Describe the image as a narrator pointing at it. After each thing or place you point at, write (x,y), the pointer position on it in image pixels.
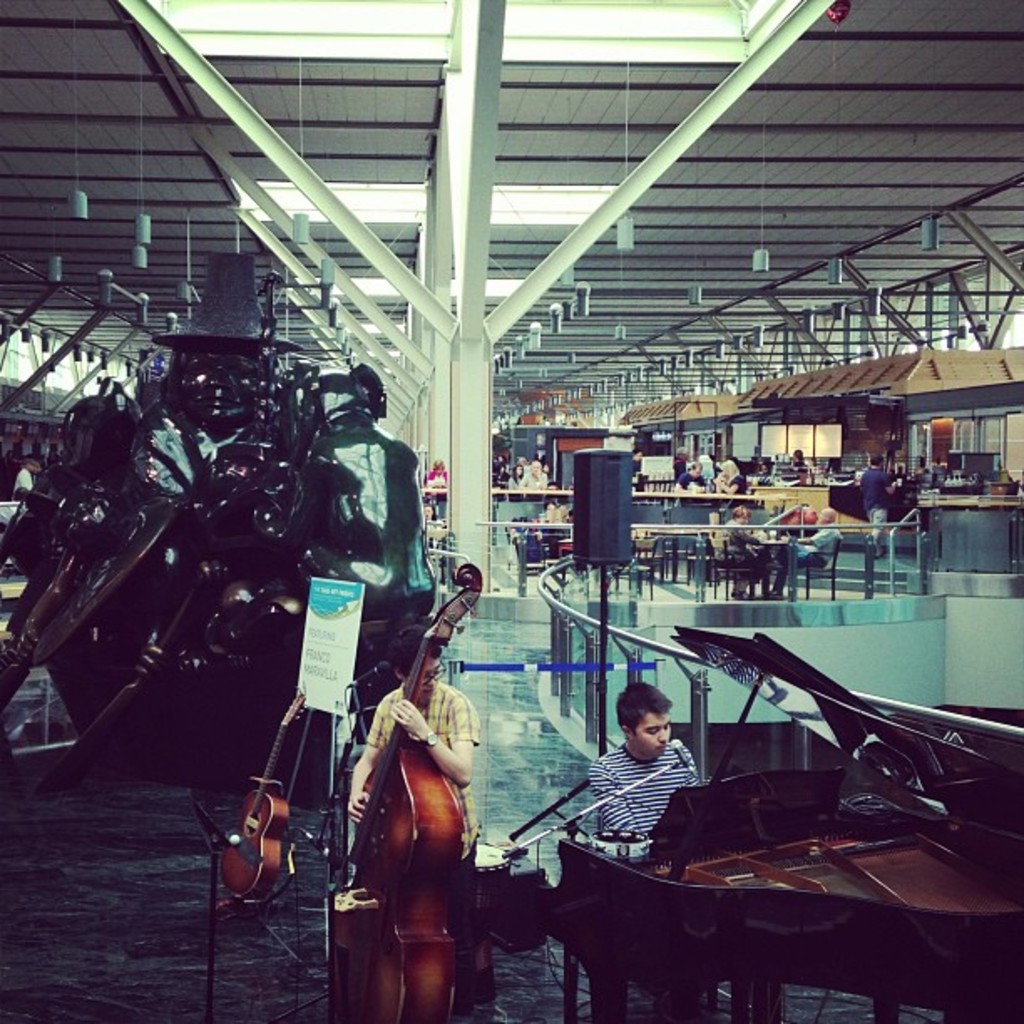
This picture has some group of people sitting around the tables (645,493) and two people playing some musical instruments (762,796) and also a indicator board (341,589) and some lights hangings (623,250) on the roof (804,173) and also a speaker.
